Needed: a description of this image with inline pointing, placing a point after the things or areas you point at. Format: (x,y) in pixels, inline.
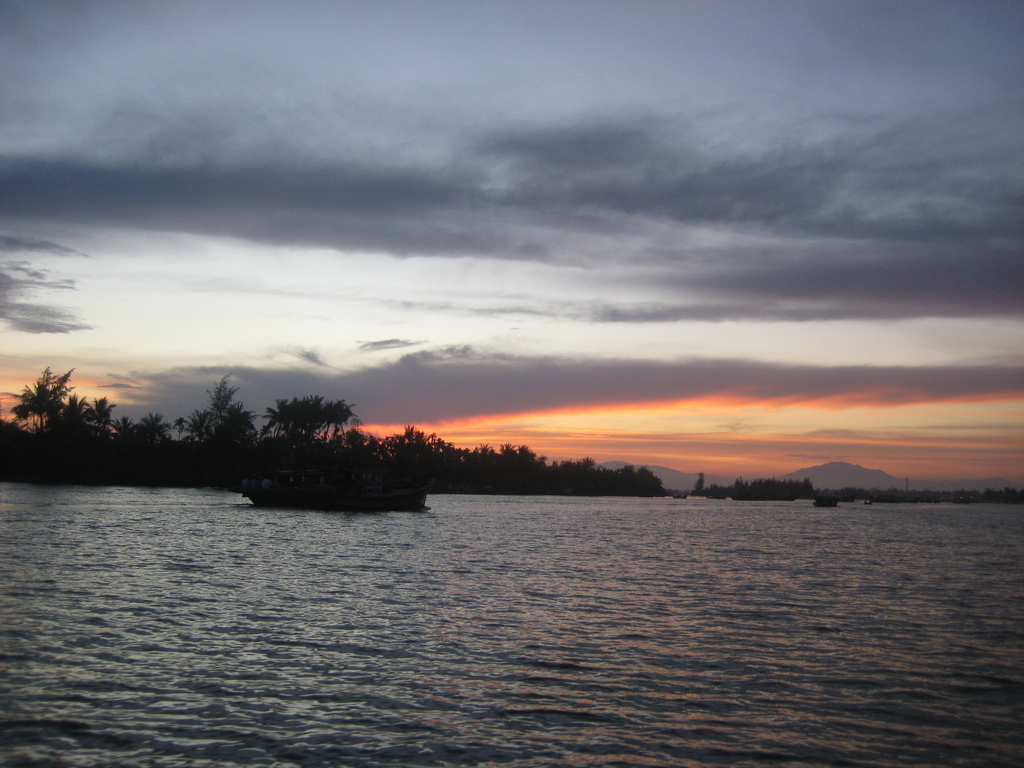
This image consists of a boat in the water (343,513). In the background (490,475), I can see trees (420,461), mountains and the sky (465,245). This picture might be taken in the ocean (409,606).
